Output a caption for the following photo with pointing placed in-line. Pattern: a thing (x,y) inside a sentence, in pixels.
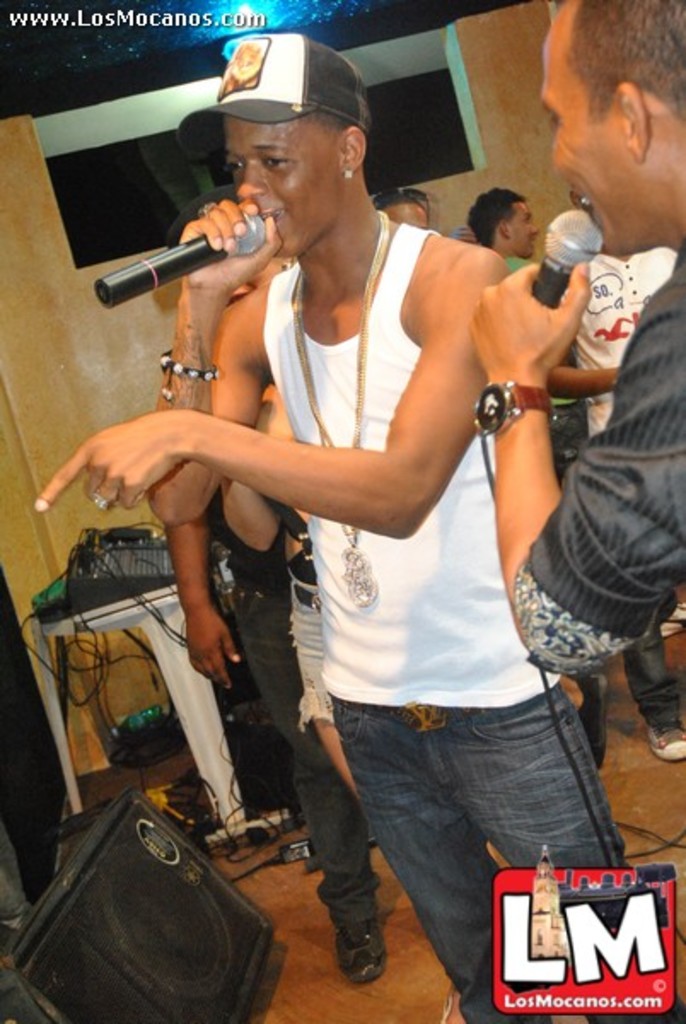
In this image we can see a two people (407,620) holding the mics (99,286) and standing on the floor (144,782). On the backside (139,357) we can see a speaker (159,916), a table (188,659) with some wires (180,636) and a mixer (130,570) and a wall (86,279).
